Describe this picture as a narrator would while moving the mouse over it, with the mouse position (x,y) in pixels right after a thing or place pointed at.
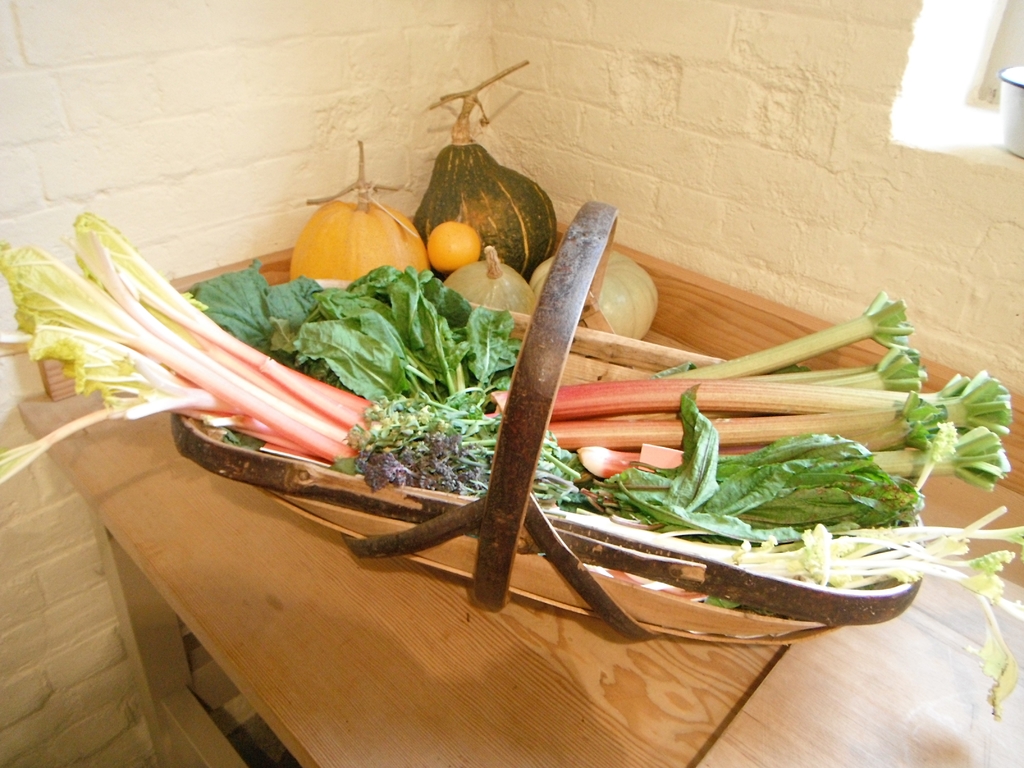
In this image there is a table (393,657) on which there is a basket (500,537). In the basket (511,532) there are leafy vegetables (309,424) one beside the other. Beside the basket (602,367) there are other vegetables (483,249) kept on the table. In the background (600,121) there is a wall (587,126). On the right side (1012,96) top corner there is a cup (1007,113) on the wall (980,152).
